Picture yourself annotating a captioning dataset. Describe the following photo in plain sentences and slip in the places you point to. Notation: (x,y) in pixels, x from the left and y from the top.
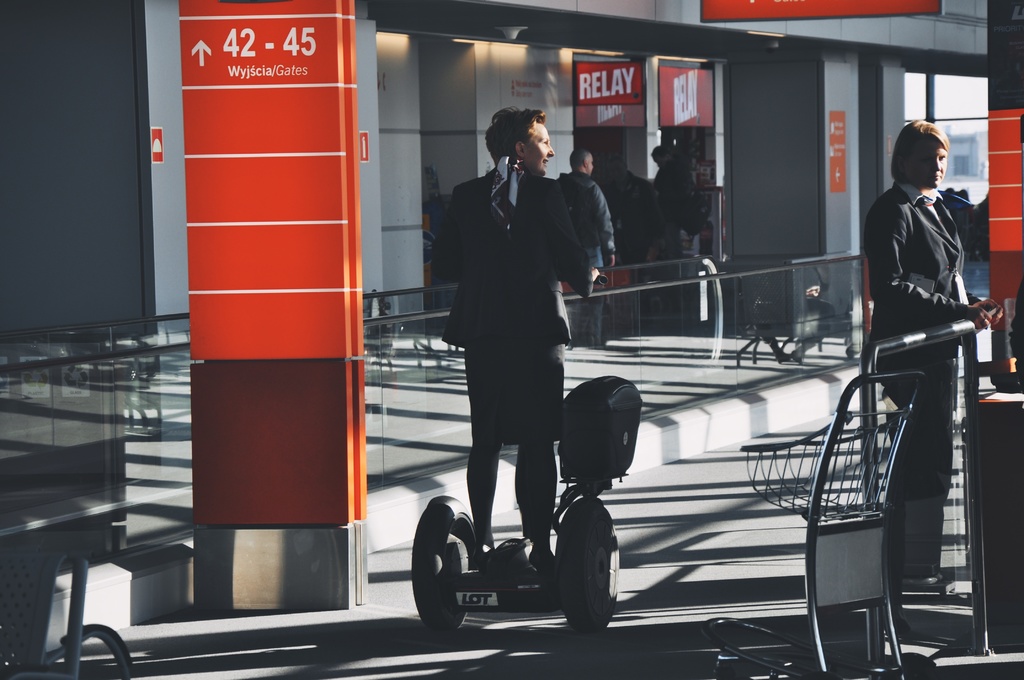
In this picture we can see some people (882,250) and a woman (465,294) standing on a segway (499,605), trolley (803,480) on the floor (701,509), railings (797,337), posters (615,95) and some objects (775,336) and in the background (884,99) we can see a building (980,152).
